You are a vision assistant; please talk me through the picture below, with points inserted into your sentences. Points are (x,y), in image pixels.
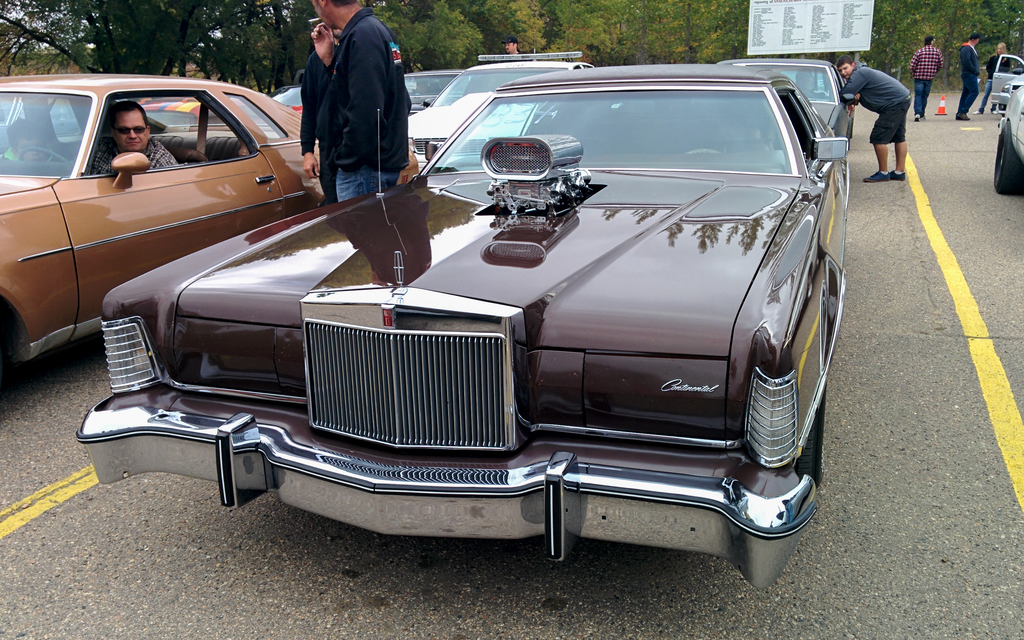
In this picture we can see person (154,155) sitting in the car (151,180) and two persons (358,99) are standing on the road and in background (880,82) we can see person (863,77) leaning to the car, some persons (924,70) are walking and in background (654,36) we can see tree (507,32) and sign board (785,26).
